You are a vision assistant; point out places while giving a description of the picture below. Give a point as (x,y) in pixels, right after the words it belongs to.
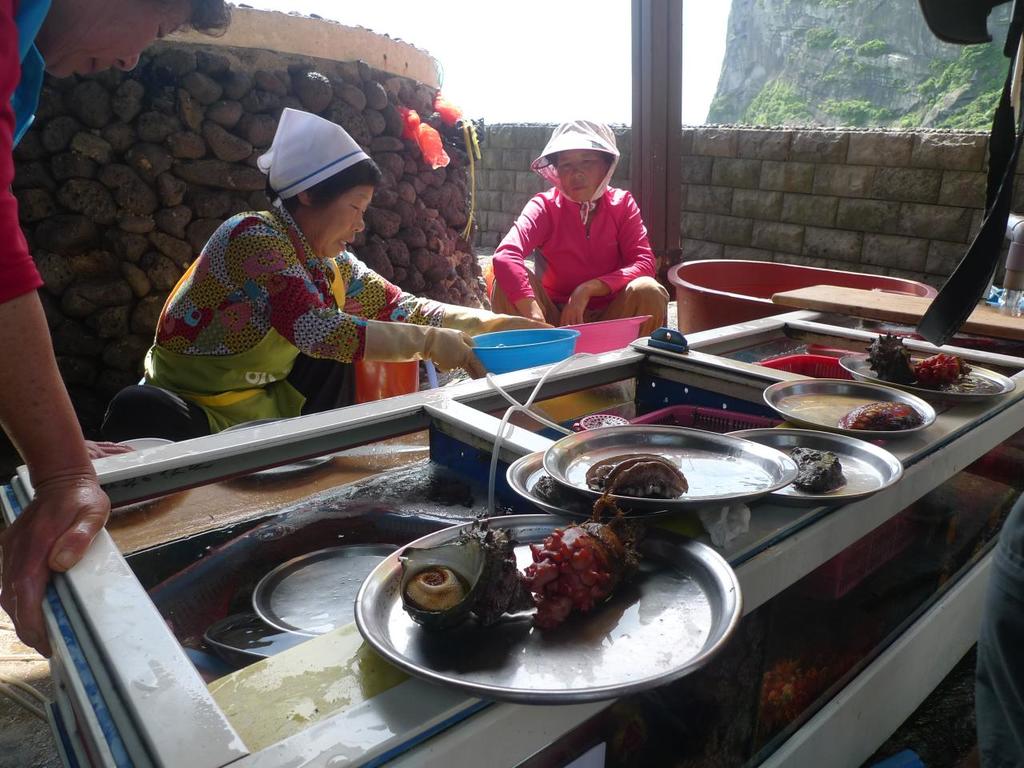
In the image we can see there are people (319,220) wearing clothes (314,262) and two of them are holding plastic containers (495,343) in their hands (582,297). Here we can see the plates (657,565) and we can see the seafood (578,570) on the plate (681,594). Here we can see the stone wall (304,81), pole (662,75) and the sky (500,43).
